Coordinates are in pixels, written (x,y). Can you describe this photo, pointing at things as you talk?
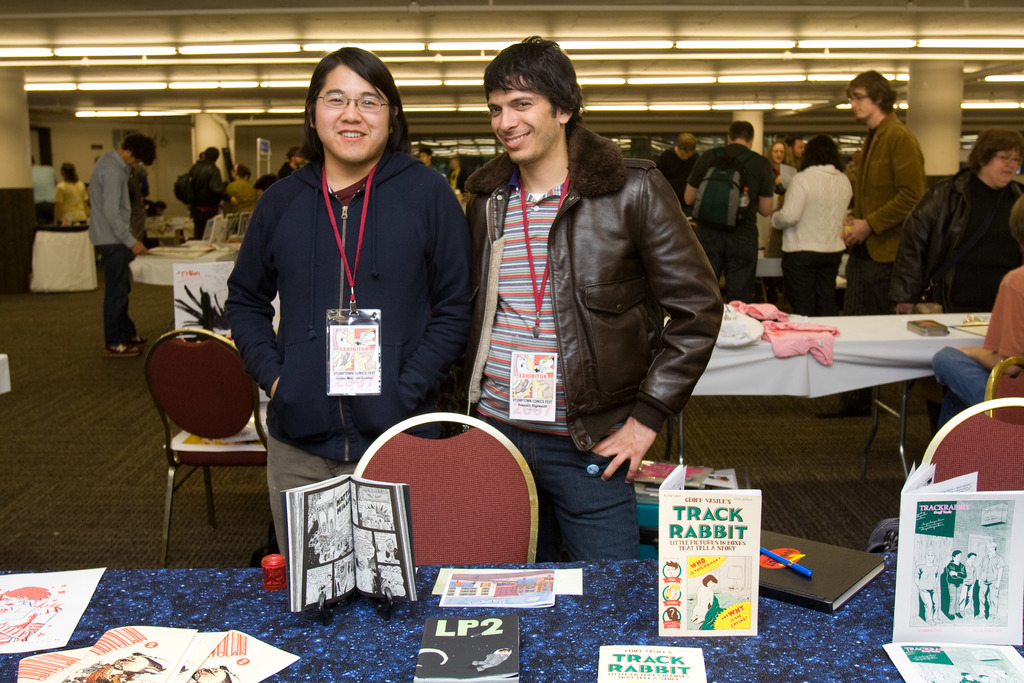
In the foreground (289,380) middle, two person (683,217) are standing in front of the table (218,603) on which papers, books (697,577), pen (784,559) etc. are kept. And both are wearing a tag (519,373). In the background (921,359) there are group of people (887,232) standing in front of the table (904,318). A roof top (918,31) is light yellow in color and brown in color on which lights (135,50) are mounted. This image is taken inside a hall (54,321) during day time.
